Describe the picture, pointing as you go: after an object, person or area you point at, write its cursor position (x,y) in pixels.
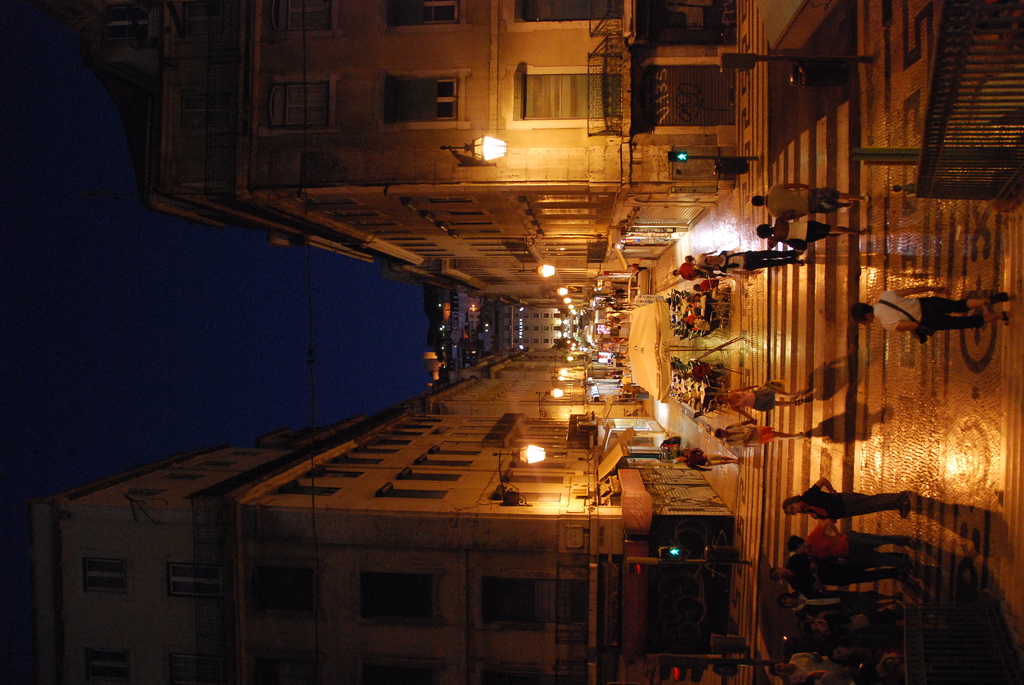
In the image we can see the buildings (411,453) and these are the windows (466,202) of the buildings (279,453). We can see there are even people (791,664) walking and some of them are sitting, they are wearing clothes (892,500). Here we can see, fence (960,108), pole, light (674,160), footpath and the dark sky (130,241).
